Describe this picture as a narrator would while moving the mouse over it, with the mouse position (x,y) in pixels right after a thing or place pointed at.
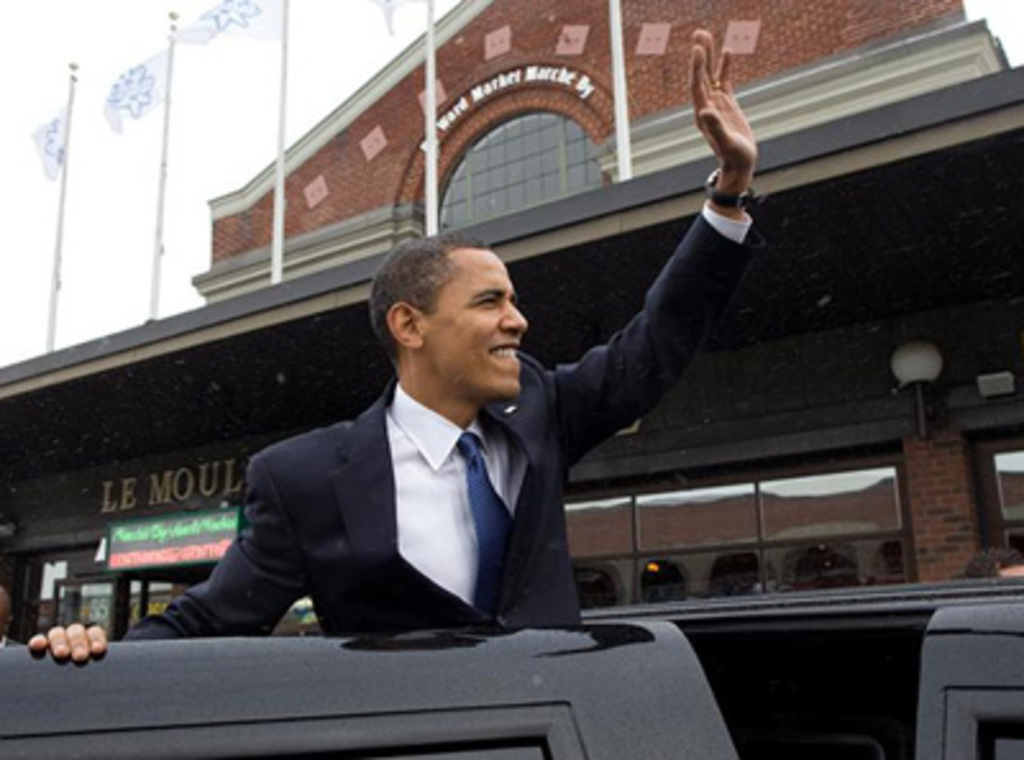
In this picture I can see there is a man (288,540) standing in the car (643,727) and he is wearing a blazer (328,481) and looking at right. There is a building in the backdrop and there are flags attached to poles (166,128) and they are placed at the top of the building (238,288). The sky (191,167) is cloudy.
